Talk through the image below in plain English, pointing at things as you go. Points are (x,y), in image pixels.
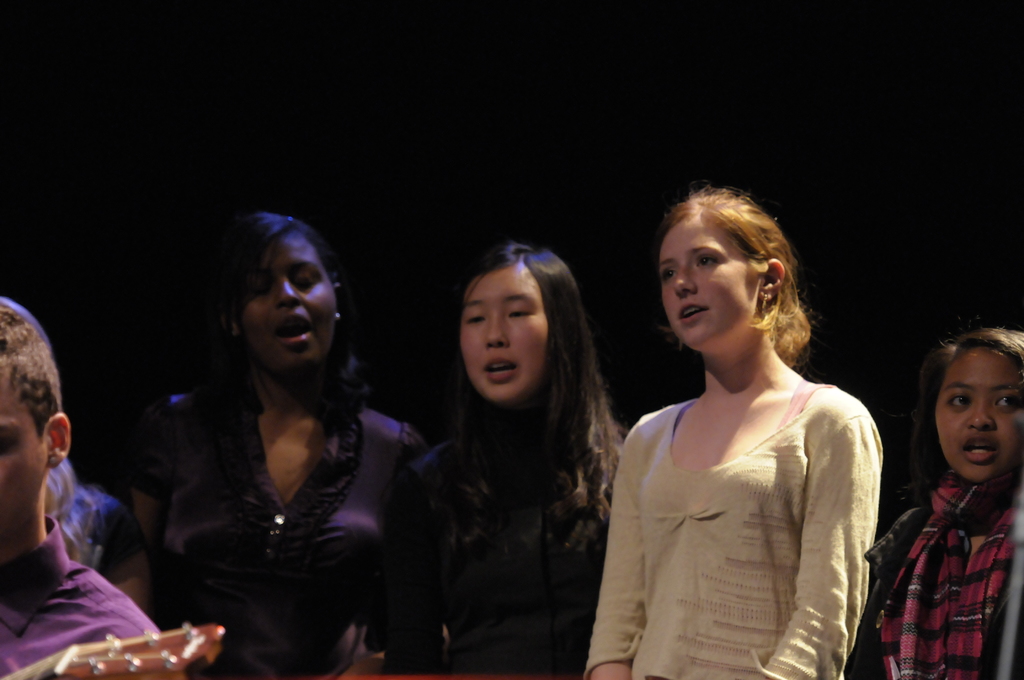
This picture describes about group of people (608,413), few people (485,409) are singing, in the left side of the image (47,444) we can see a person (77,568) is holding a guitar (167,639).
